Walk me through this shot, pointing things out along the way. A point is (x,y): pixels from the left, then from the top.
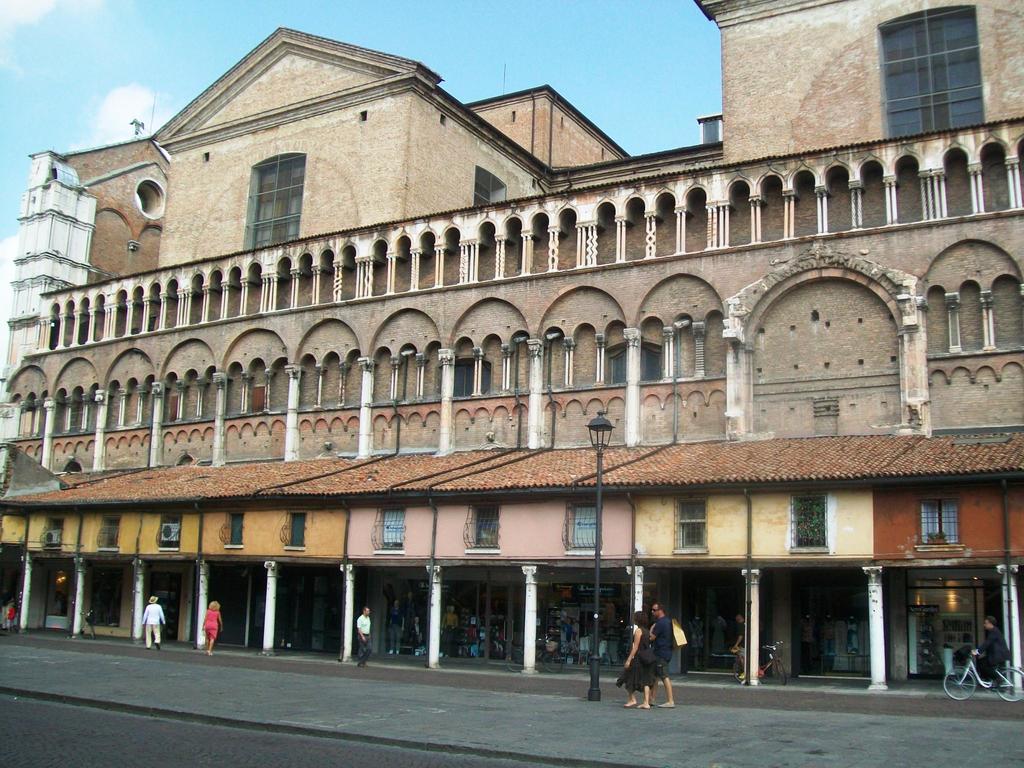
In this image we can see the building (491,323), in front of the building (298,468) we can see there are few people (217,619) walking and the other person (995,678) riding bicycle (970,663). There are few objects (560,641) and sky (606,61) in the background (623,64).
